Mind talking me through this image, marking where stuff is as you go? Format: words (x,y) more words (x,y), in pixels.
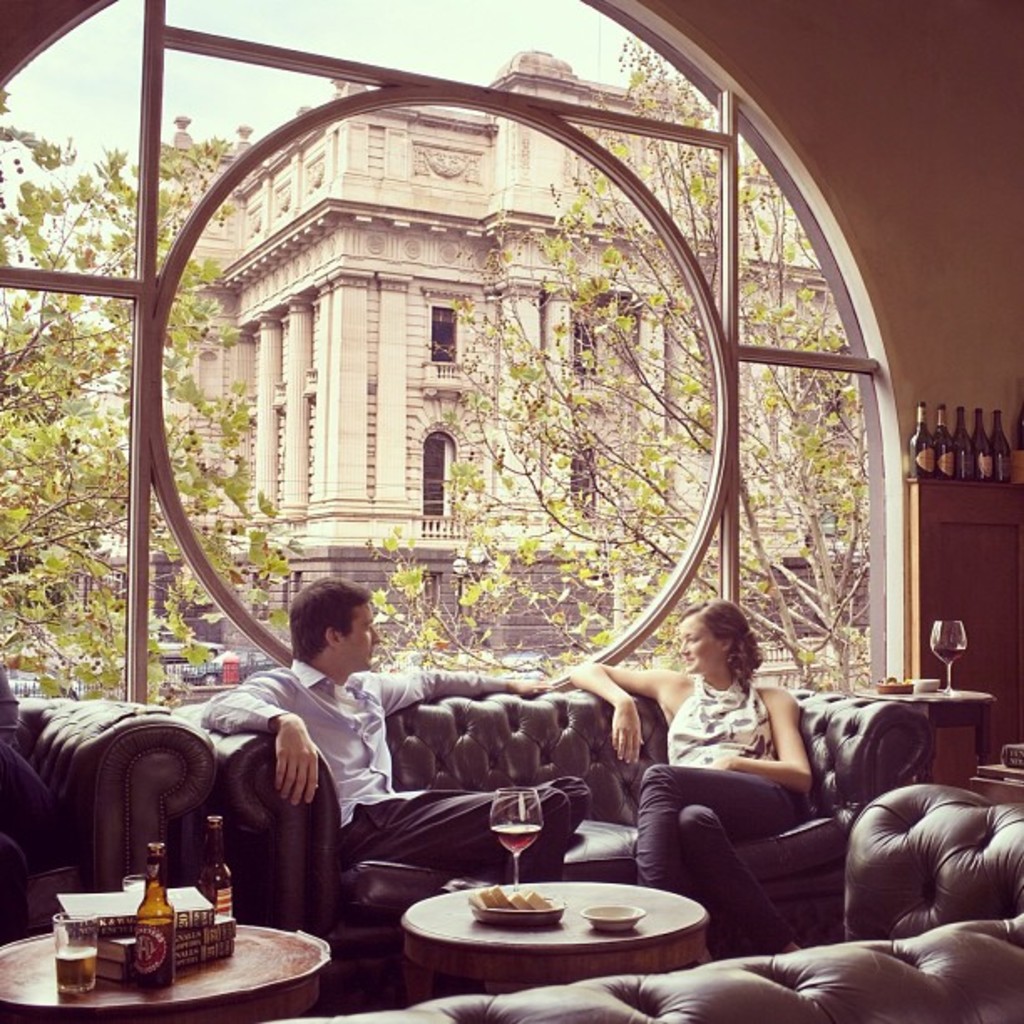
In this picture we can see a man (338,784) wearing blue shirt (342,808) and black pant (370,826) is sitting on the black couch (578,750) and a girl (650,801) beside her discussing something. In front (161,948) a center table (512,928) on which wine glass (509,833) and food (541,906) is kept, beside another table (275,964) on which beer bottles (147,938), glass (95,951) and books (129,900) is kept. Behind we can see a big glass wall panel (397,501) from which a arch design building (425,459) and tree (540,433) can be seen, Inside on the right corner (917,466) we can see some wine bottles (959,479) on the top of the cabinet (997,494) and a wine glass (957,634) on the table (945,701) placed on the floor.
